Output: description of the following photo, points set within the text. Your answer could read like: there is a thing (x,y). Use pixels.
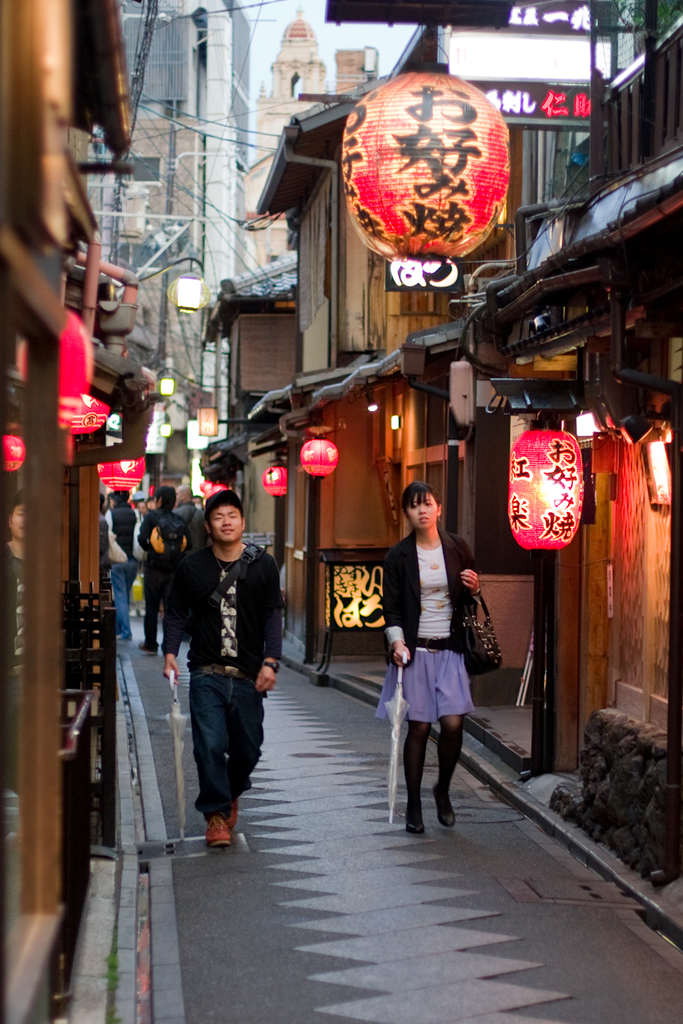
In the center of the image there is road (682,1014). There are people (152,573) walking. To both sides of the image there are houses (430,327) with lights (167,426). In the background of the image (237,442) there are buildings (186,253).
